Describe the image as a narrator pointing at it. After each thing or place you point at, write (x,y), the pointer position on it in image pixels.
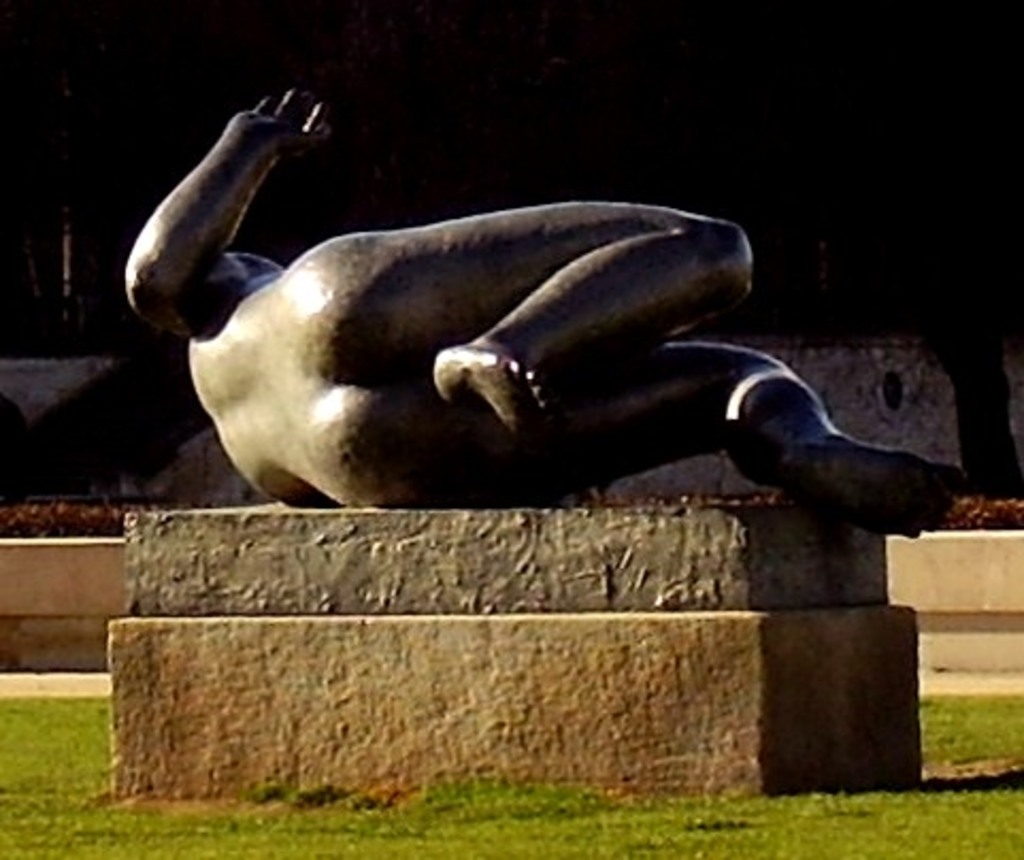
In front of the image there is a statue (271,458) on the concrete platform (519,692). Behind the statue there are plants (1023,510). There is a tree (794,41) and a wall (866,390). At the bottom of the image (783,817) there is grass (802,841) on the surface (320,839).
